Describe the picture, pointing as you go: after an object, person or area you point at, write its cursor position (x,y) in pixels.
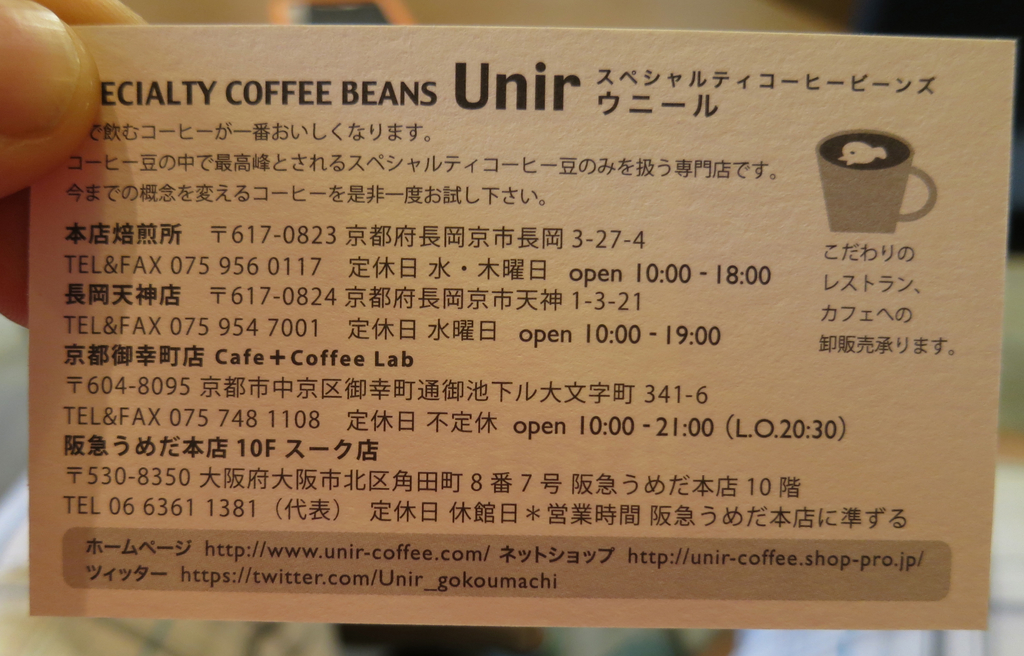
In the picture we can see a person hand (61,86) holding a small information card (307,425) with a name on it specialty coffee beans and a cup image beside it.
